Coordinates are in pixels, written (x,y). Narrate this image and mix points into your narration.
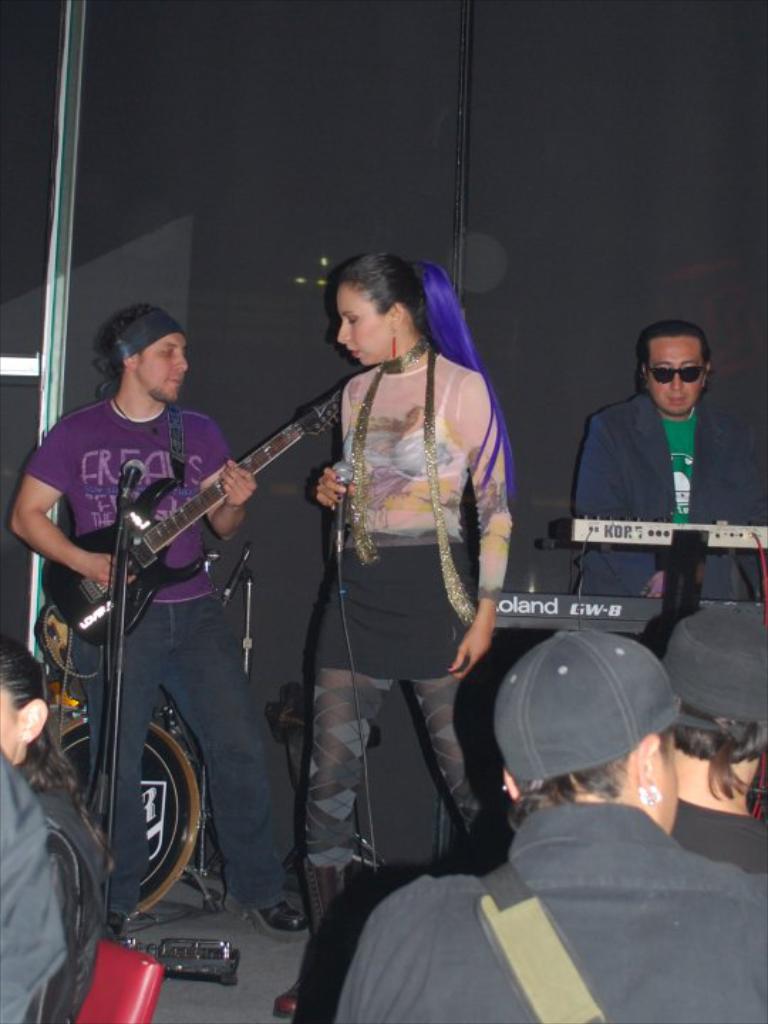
In this picture I can see a man (145,385) playing a guitar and a woman (360,551) holding a microphone (340,538) and standing and I can see another man (676,516) playing a piano (635,542) and I can see few people (572,886) are sitting in the chairs (98,1002) and I can see a drum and a black cloth (449,168) in the back (478,178).
